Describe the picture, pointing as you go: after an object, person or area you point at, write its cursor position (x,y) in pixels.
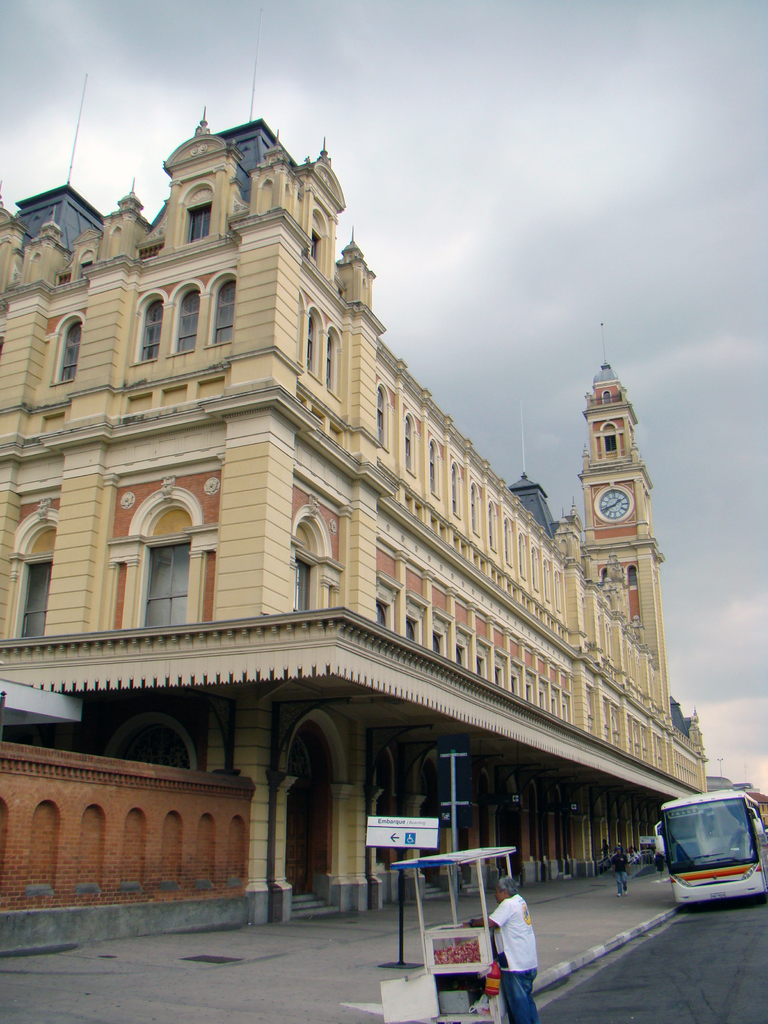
In this image in the center (378,469) there is one building (506,760), at the bottom (554,964) there is a road (615,958) and footpath (239,971) on the road (714,950) there is one vehicle (716,859) and there is one man (504,933) who is standing in front of him there is one box (428,967). Beside the box (457,964) there is one pole (400,924) and board (422,833) and on the footpath (604,887) there are some persons (622,867). On the top of the image (438,195) there is sky (390,178).
